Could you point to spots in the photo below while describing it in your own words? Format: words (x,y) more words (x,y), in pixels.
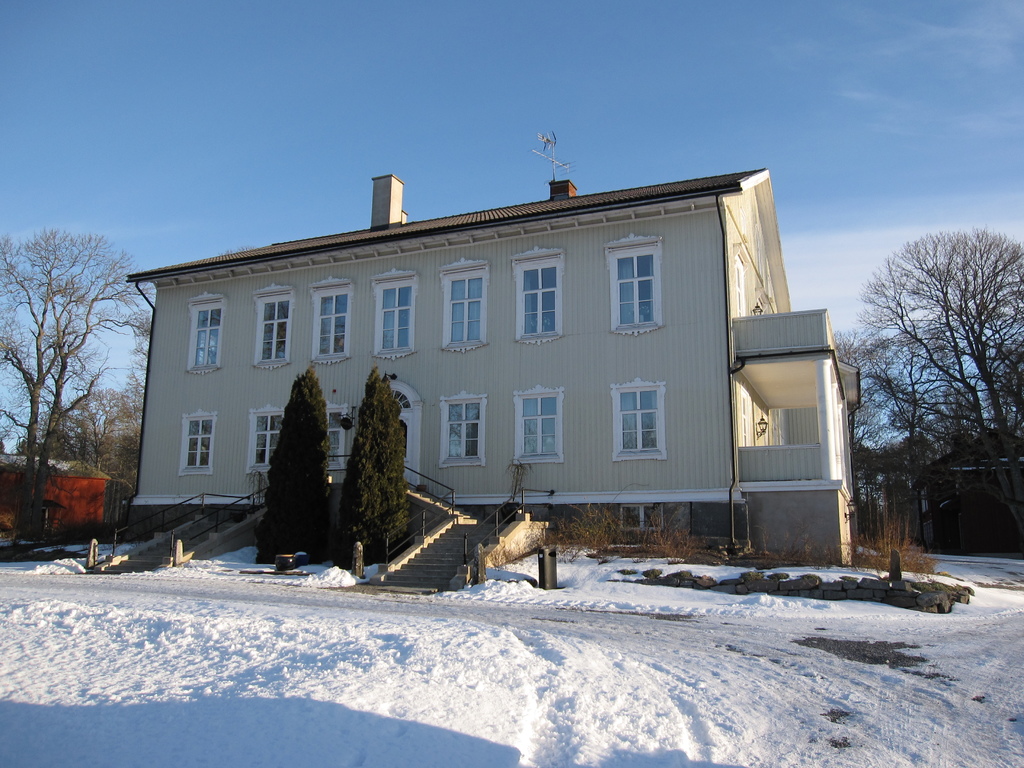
This is an outside view. At the bottom (368,715), I can see the snow (377,715). In the middle of the image (546,304) there is a building (304,318). In front of this building (453,444), I can see the stairs (456,542), few plants (571,533) and trees (349,476). On the right (950,443) and left sides of the image I can see few trees (1017,437) and houses (978,471). At the top of the image (285,84) as I can see the sky (316,86).
